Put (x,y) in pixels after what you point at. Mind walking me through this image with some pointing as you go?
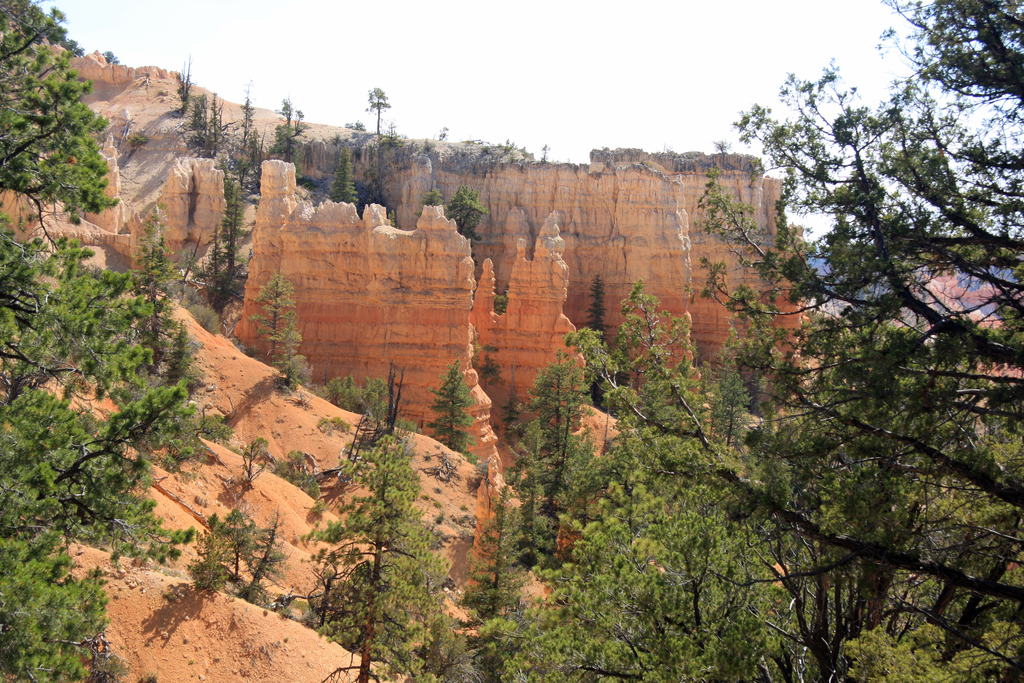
In this image, we can see some trees (730,466). There are hills (358,171) in the middle of the image (477,277). There is a sky (573,77) at the top of the image (565,87).
